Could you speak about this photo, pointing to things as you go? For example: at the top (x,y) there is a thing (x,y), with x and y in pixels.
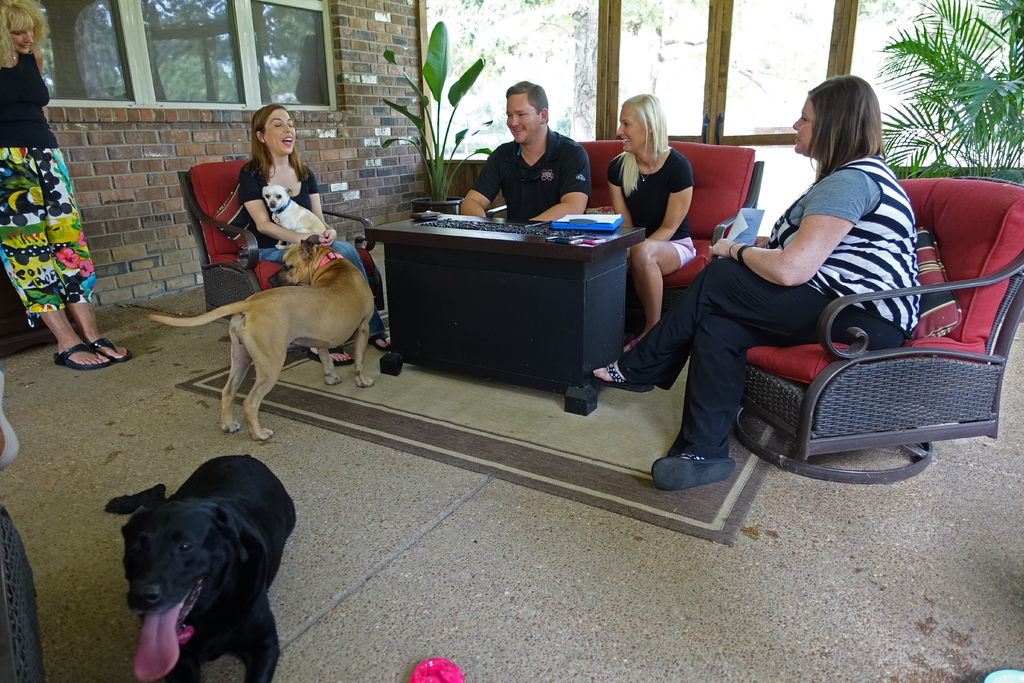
people (325,229) are sitting on the sofa (721,236). in front of it there is a table (510,307). in the front (332,319) there are 2 dogs (250,423). at the left (23,225) a person (23,208) is standing. the person (309,199) sitting on the left (241,174) is holding a dog (311,212). behind there is a brick wall (365,70) and windows (248,34). at the back (697,62) there are glass doors (783,68) and plants (967,103).
